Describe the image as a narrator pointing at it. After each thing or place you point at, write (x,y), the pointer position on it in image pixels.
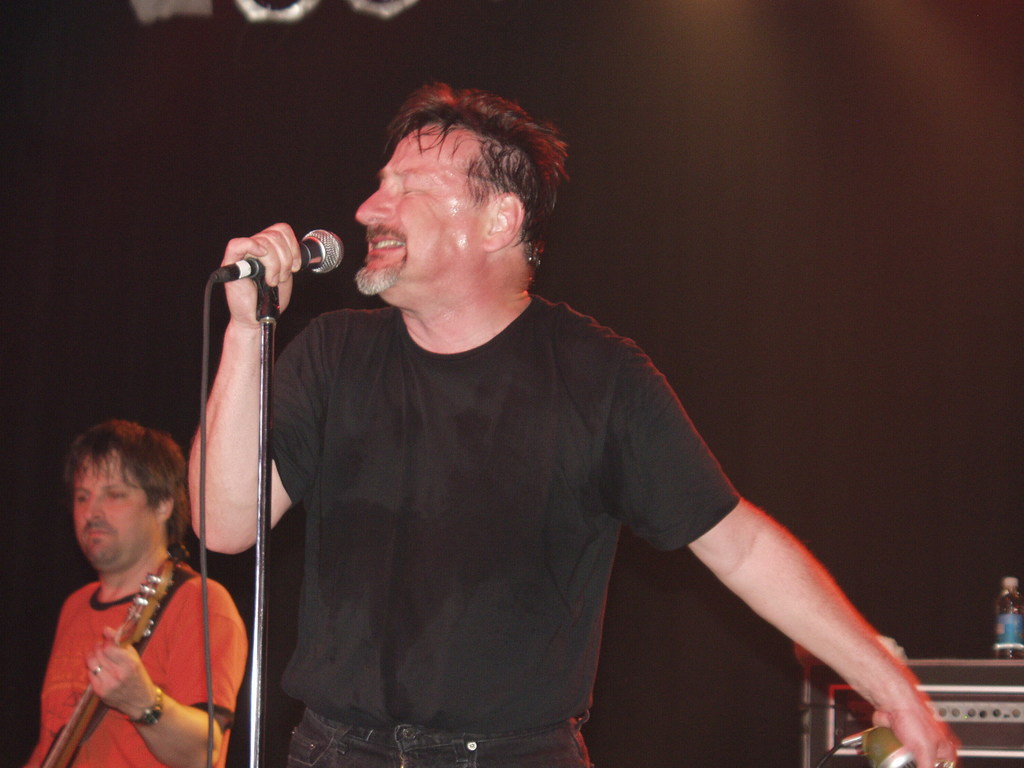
In this image, there are a few people (117,756). Among them, we can see a person (152,678) holding some object (131,631). We can see some objects (1023,736) on the right (997,755). We can see the dark background (494,9) and a bottle (1009,612). We can see some objects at the top (309,16).
